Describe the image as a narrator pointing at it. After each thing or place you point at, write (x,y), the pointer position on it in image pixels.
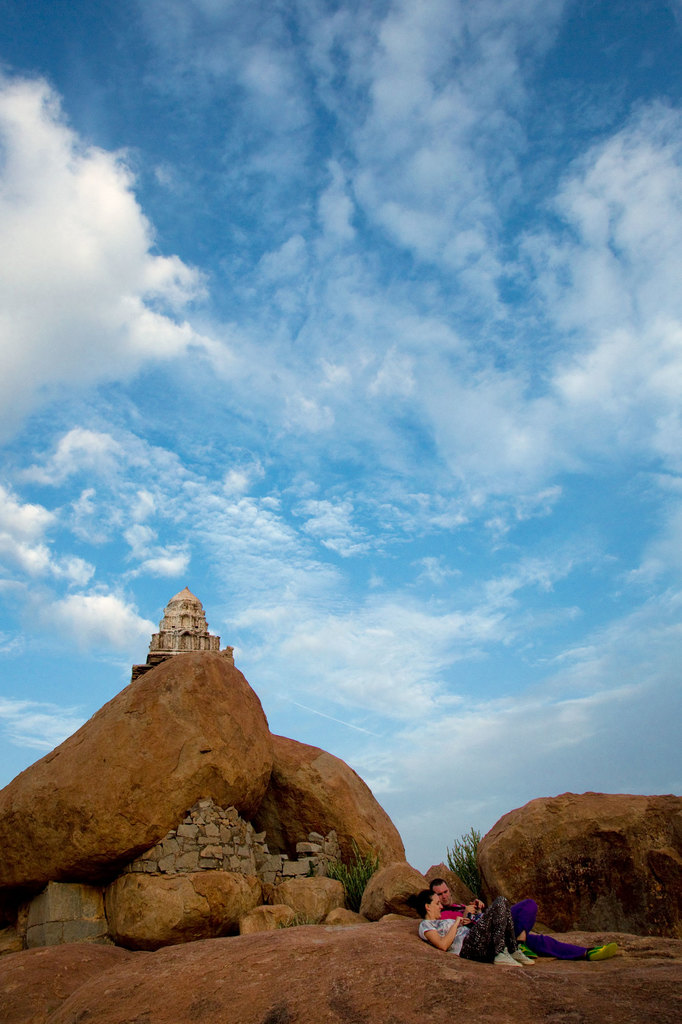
In this picture we can see two people (465,948), rocks (390,880), plants (469,860), building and in the background (141,363) we can see the sky (301,281) with clouds (301,281).
